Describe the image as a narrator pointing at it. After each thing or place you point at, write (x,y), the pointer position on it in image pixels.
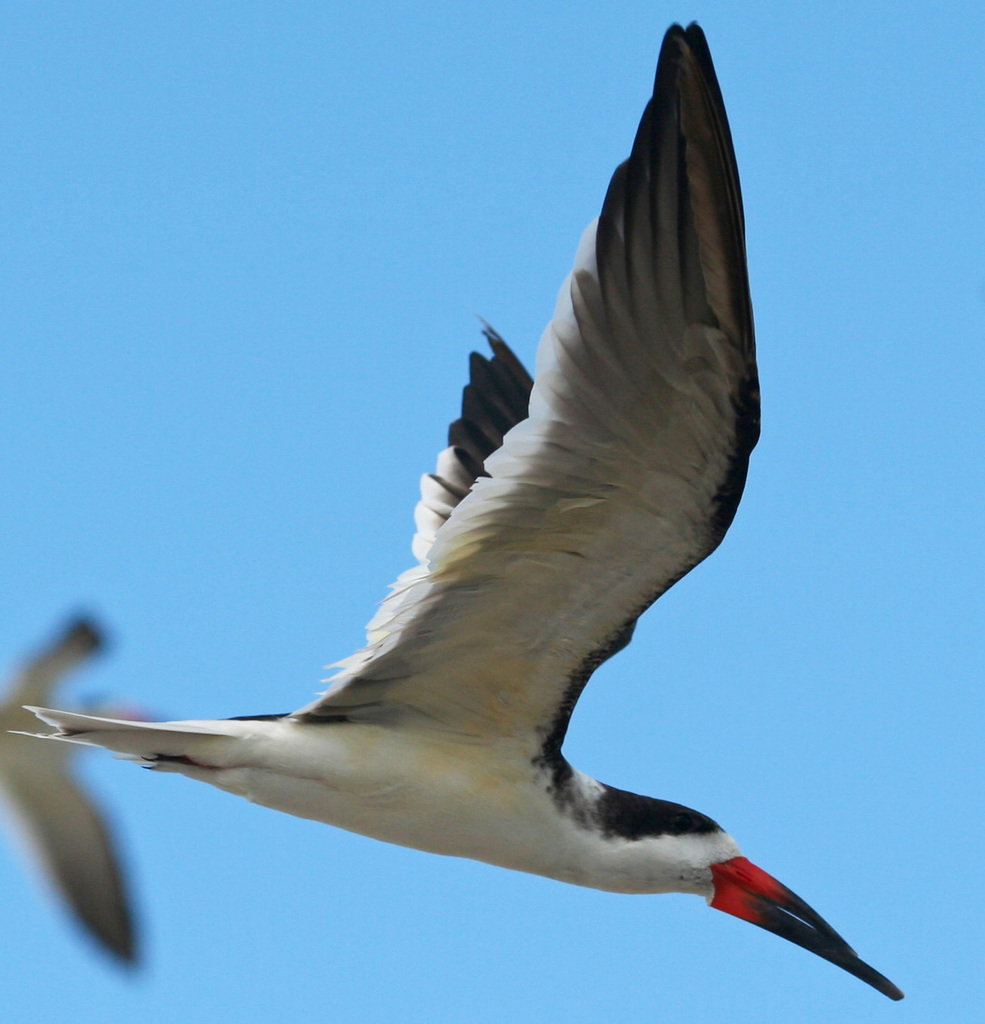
Here in this picture we can see a black skimmer (583,416) flying on the air (197,631) over there.
